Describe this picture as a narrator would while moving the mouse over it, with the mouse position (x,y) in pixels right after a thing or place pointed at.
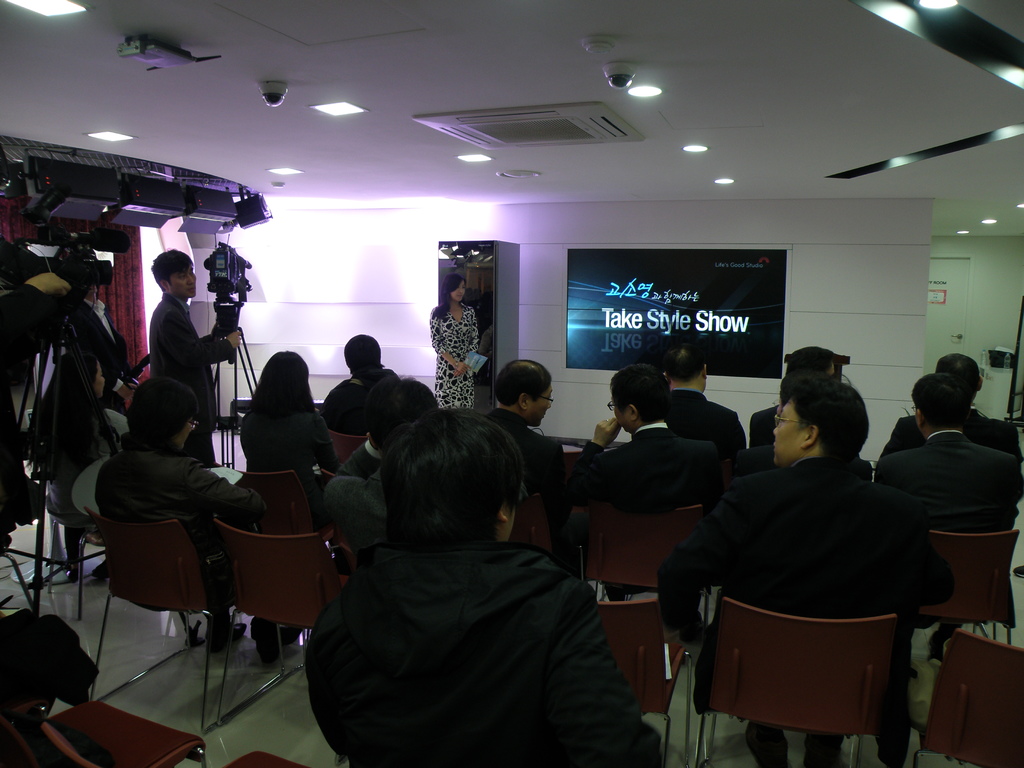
In this image we can see a few people (490,520), among them, some people (466,560) are sitting on the chairs (275,485) and some are standing on the floor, there are cameras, at the top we can see the lights (13,168) and CC TVs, also we can see a door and screen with some text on the wall (300,259).
